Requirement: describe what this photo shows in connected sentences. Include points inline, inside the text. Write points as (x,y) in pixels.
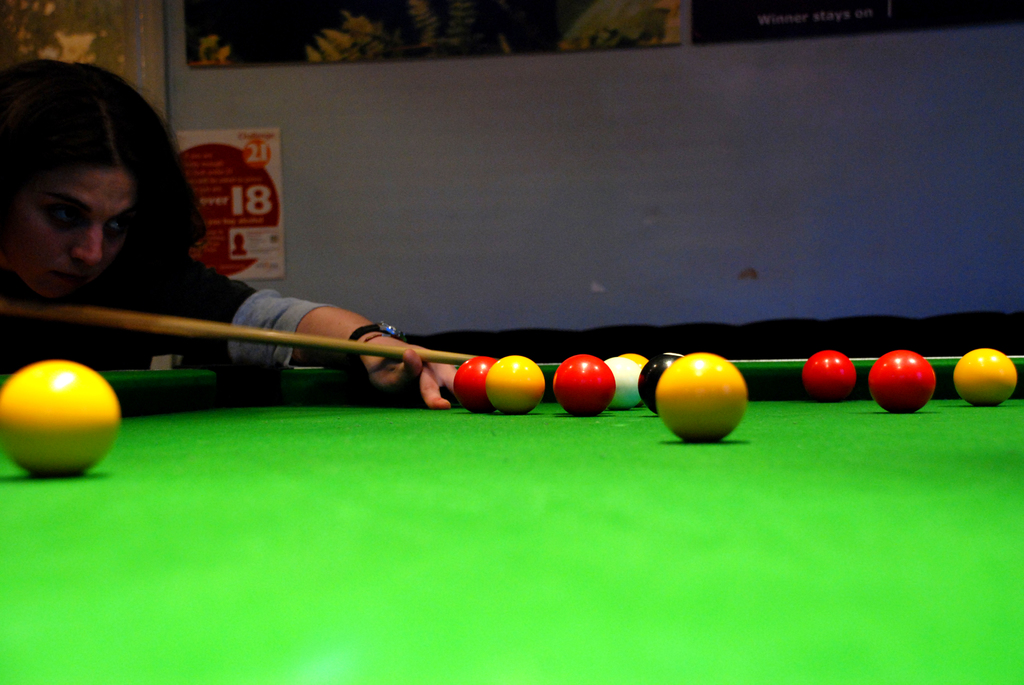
In this picture i could see a woman (143,355) holding a stick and playing billiards hitting the balls (631,379) on the table (162,476). In the background (479,171) there is a wall (674,132) and wall frames (466,27) hanging on the wall (474,146).
